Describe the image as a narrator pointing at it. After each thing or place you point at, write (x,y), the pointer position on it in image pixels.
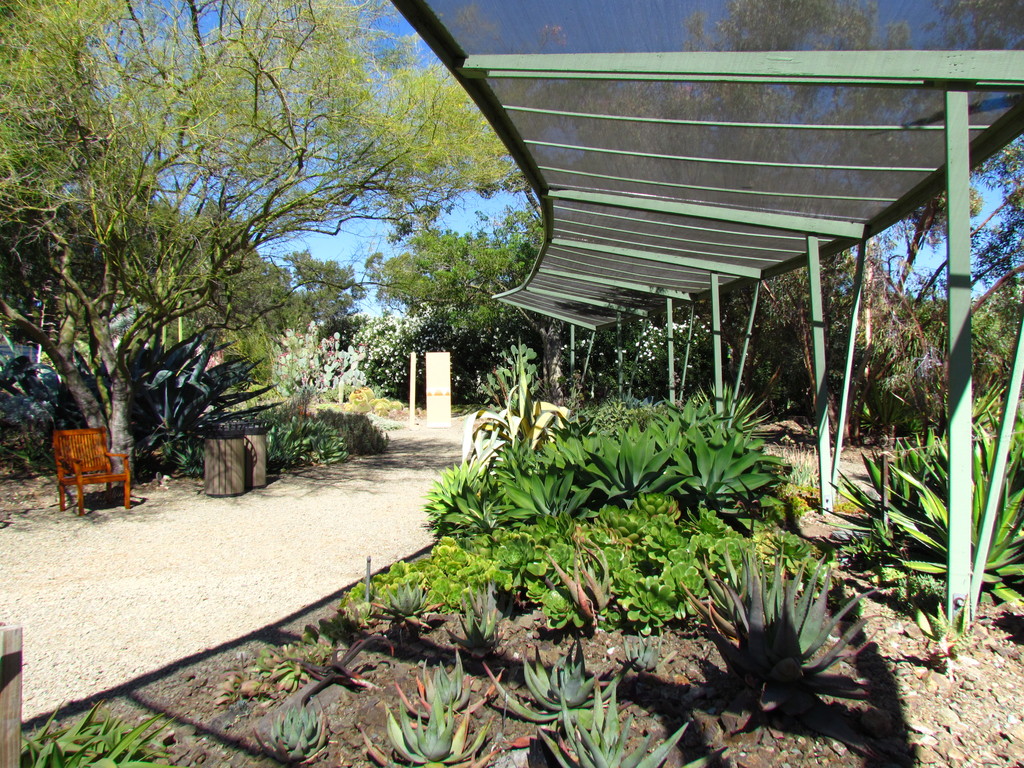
In this picture we can see there are plants (687,462), poles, a chair (62,503) and dustbins (256,449). Behind the chair (100,470) there are trees (168,286) and the sky (356,226).
